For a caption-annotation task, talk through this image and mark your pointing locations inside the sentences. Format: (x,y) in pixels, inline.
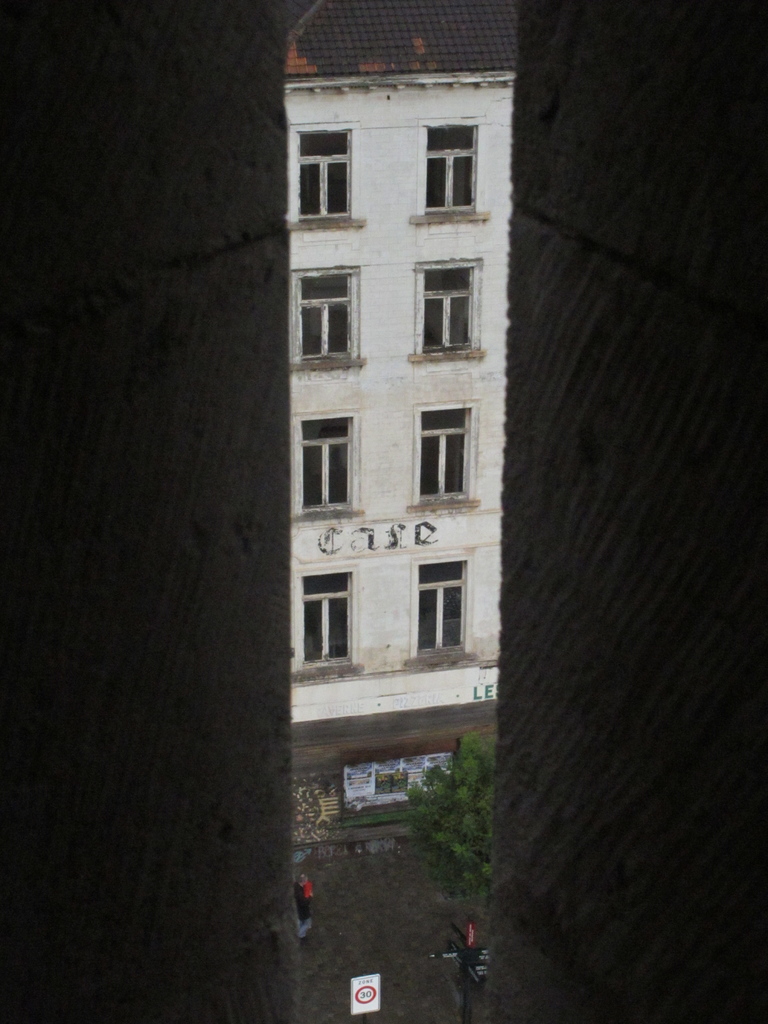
In this image I can see two walls (203,447). In-between the walls (154,426) I can see the building (369,205) with windows (345,660). At the down I can see the person (308,909), trees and the sign board (360,983).
